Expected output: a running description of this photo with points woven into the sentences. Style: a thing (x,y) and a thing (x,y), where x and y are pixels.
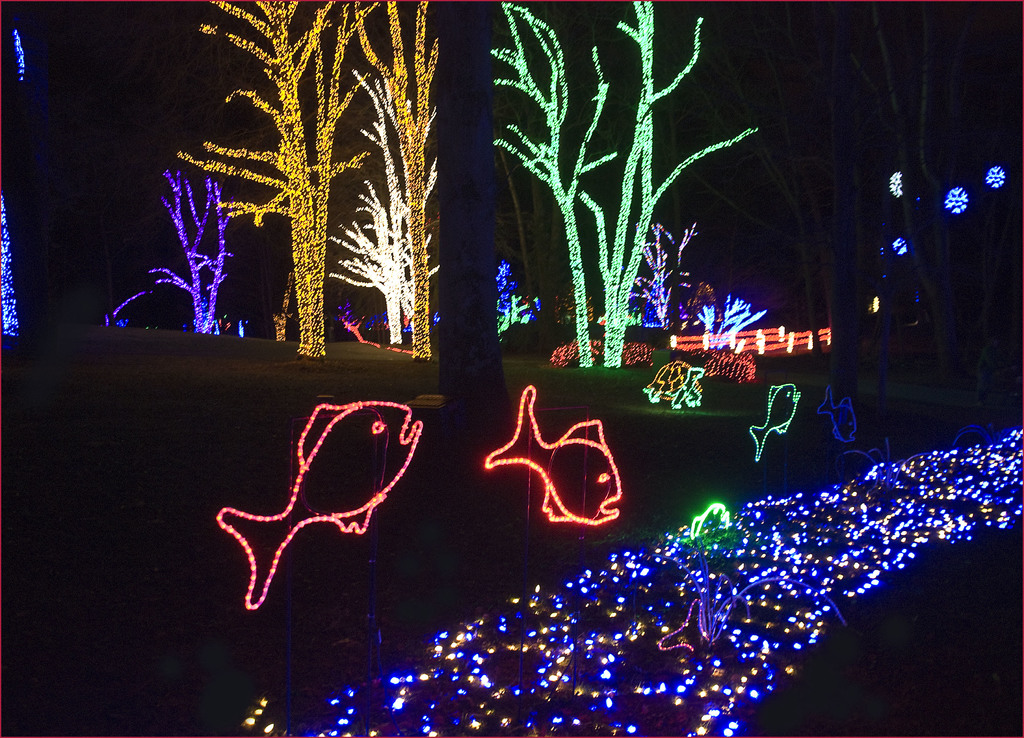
As we can see in the image there are lightings (768,406) which are in different shapes like fish (347,471) and on the ground (868,534) there is a navy blue colour lighting (781,571) and the fishes (356,517) are in red colour. There is a tortoise shaped lightings (678,383) and on the trees (407,195) they are covered with lightings (311,208) which are of yellow, white, green, purple and blue colour.
